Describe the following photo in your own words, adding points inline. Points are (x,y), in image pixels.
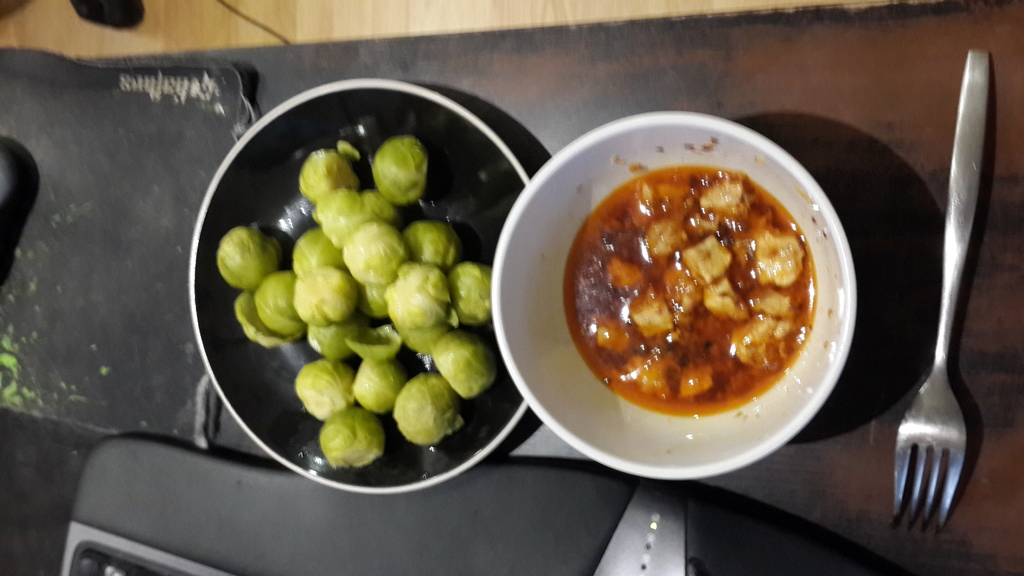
In this image we can see a food item (332,247) in the bowl (197,275), it is in green color, beside there is the fork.
